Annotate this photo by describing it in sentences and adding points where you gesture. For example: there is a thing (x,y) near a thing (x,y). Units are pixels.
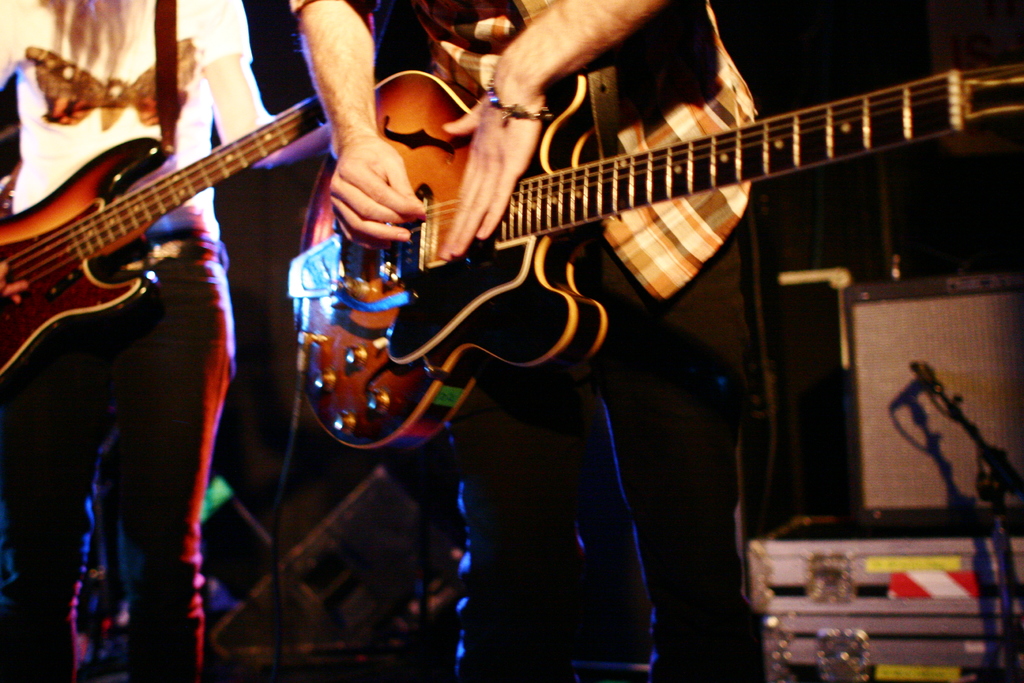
In the given image we can see two people (186,56) standing and holding a guitar (373,250).
